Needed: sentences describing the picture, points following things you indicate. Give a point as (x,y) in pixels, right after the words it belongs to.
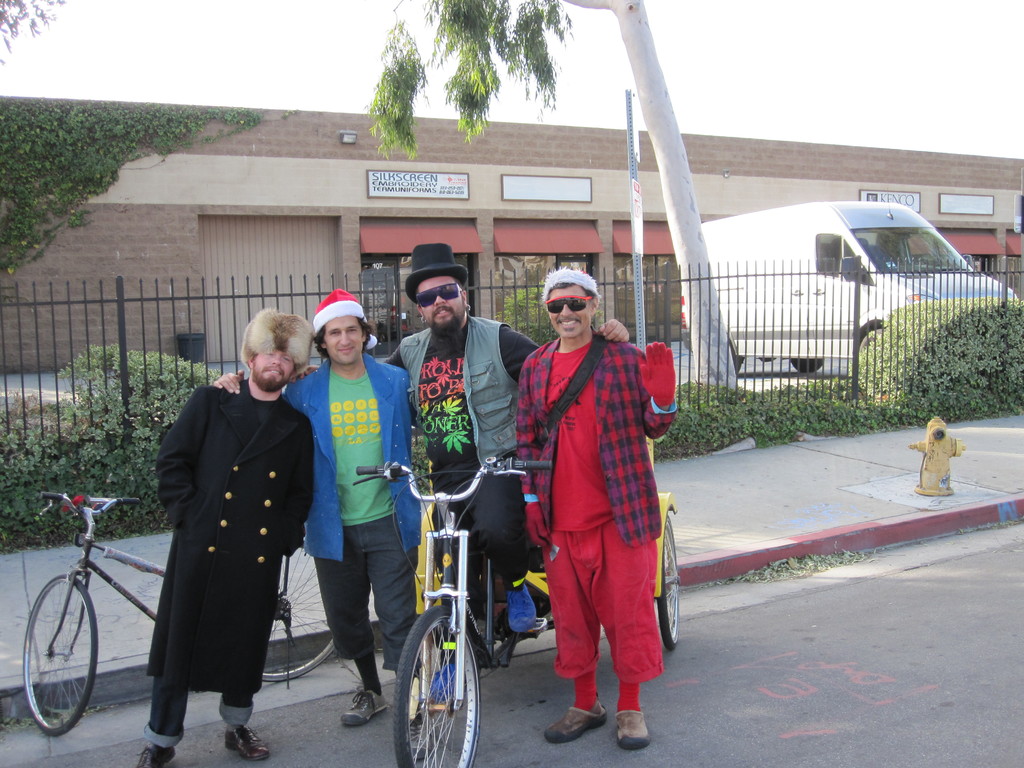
In this image, there is a road (797,662) in gray color, And there are some bicycle (487,606) which are in yellow and black color, There are some people (602,469) standing and in the background (867,292) there is a van (880,291) which is in white color and there are some fences (271,299) in black color, And there is a wall (190,171) which is in brown color.
